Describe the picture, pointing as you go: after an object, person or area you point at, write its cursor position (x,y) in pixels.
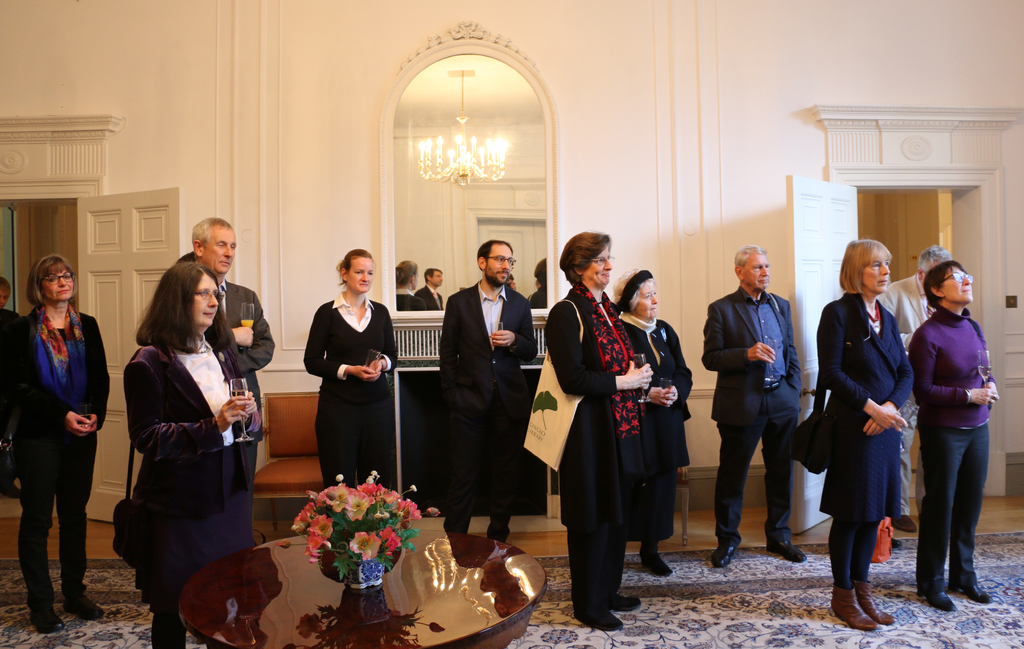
In this image there are few people (618,400) in the room (695,406), there are doors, a flower vase (372,582) on the table (466,613) and reflections (440,167) of persons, door (480,222) and chandelier (464,175) in the mirror (486,186).
